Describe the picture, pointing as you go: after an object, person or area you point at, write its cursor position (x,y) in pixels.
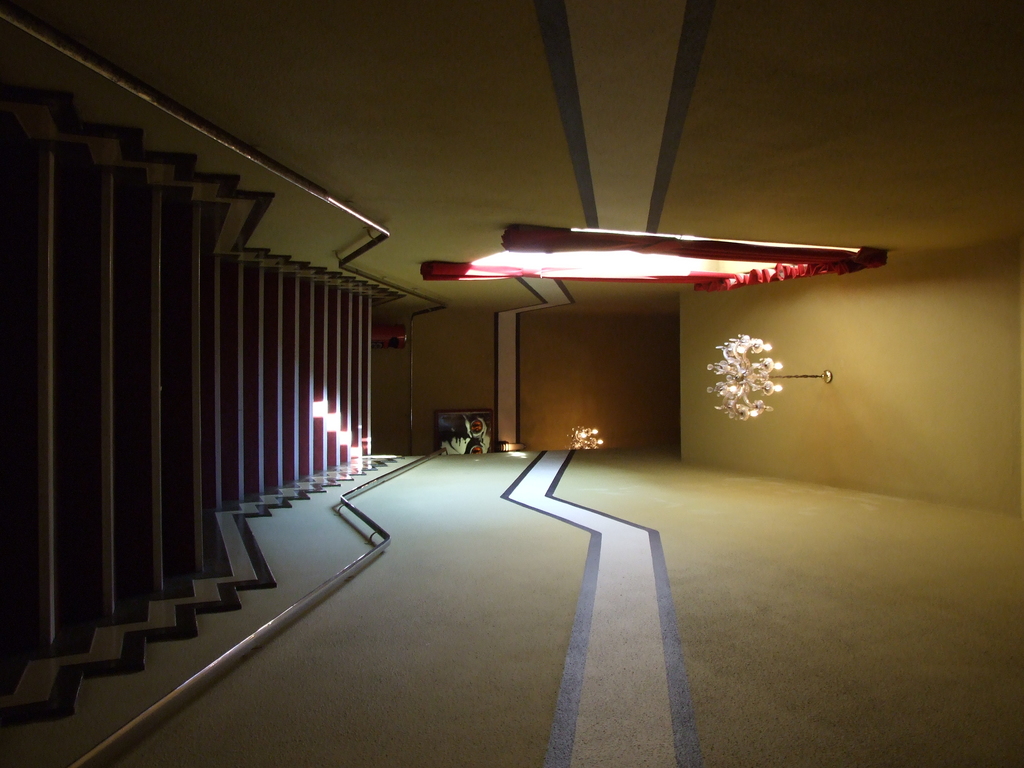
There are steps (369,428). On the left side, there is a window (519,237) which is having a red color curtain (708,287). On the right side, there is a painting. Above these steps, there is a light (741,375) which is attached to the roof (995,365). In the background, there is a light (598,427) which is attached to the wall (567,429).
